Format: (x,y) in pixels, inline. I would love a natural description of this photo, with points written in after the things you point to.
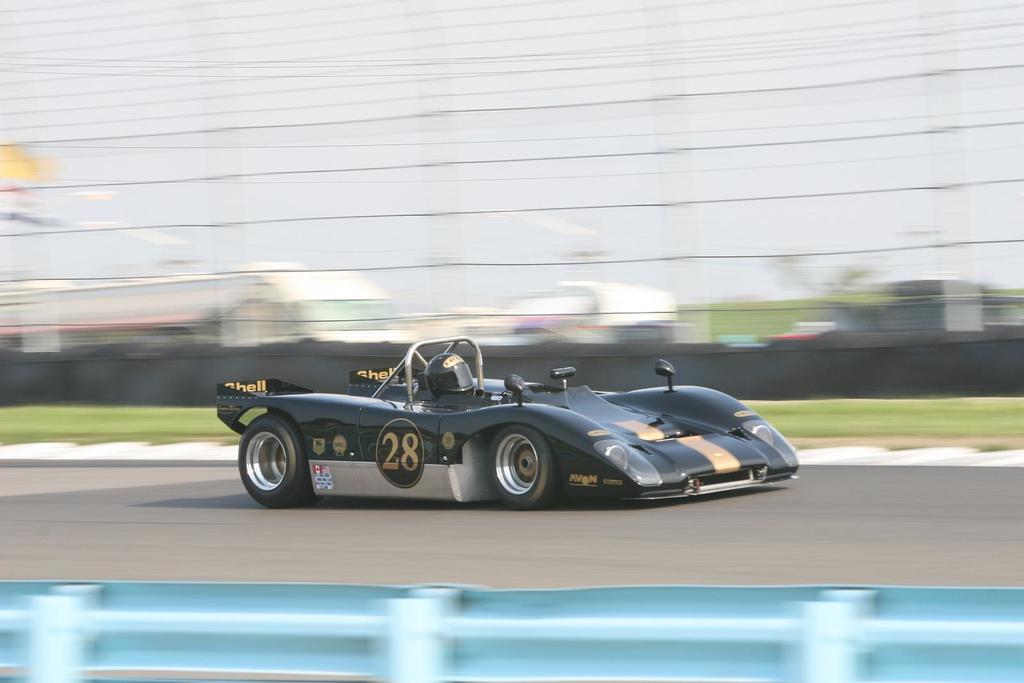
In the center of the image (394,419), we can see a person (434,387) riding a car (409,418) on the road (376,517) and in the background (479,274), there are sheds (907,291), fences (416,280), trees (786,264) and wires (353,179).
